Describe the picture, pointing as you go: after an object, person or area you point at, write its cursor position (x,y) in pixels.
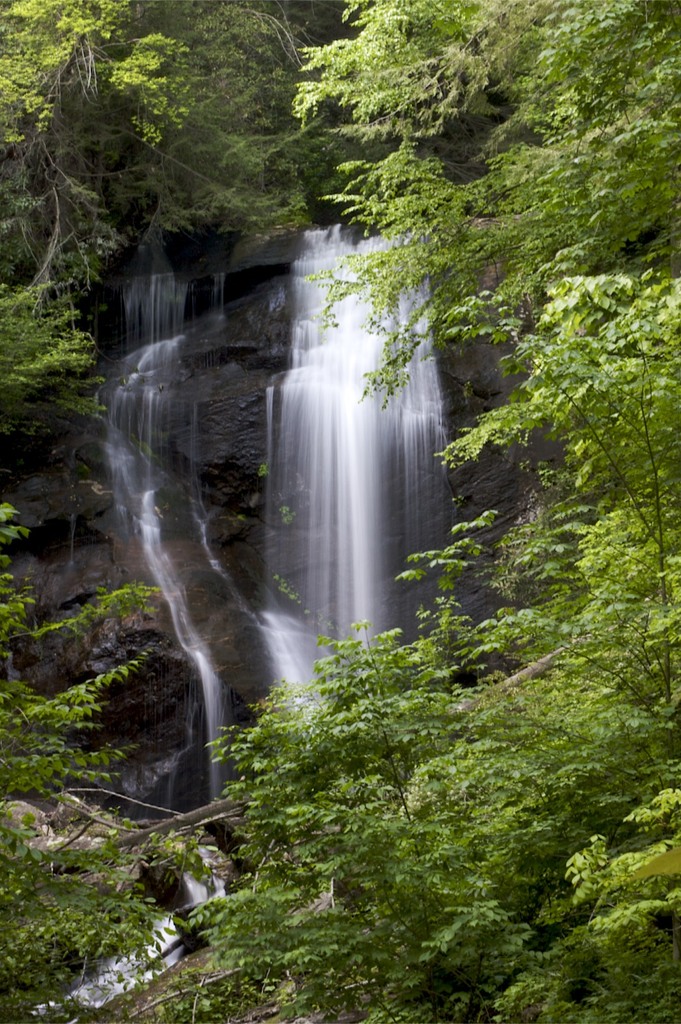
In this picture we can see the water fall (399,414) in the middle of the image (383,392), surrounded with many trees (216,209).
